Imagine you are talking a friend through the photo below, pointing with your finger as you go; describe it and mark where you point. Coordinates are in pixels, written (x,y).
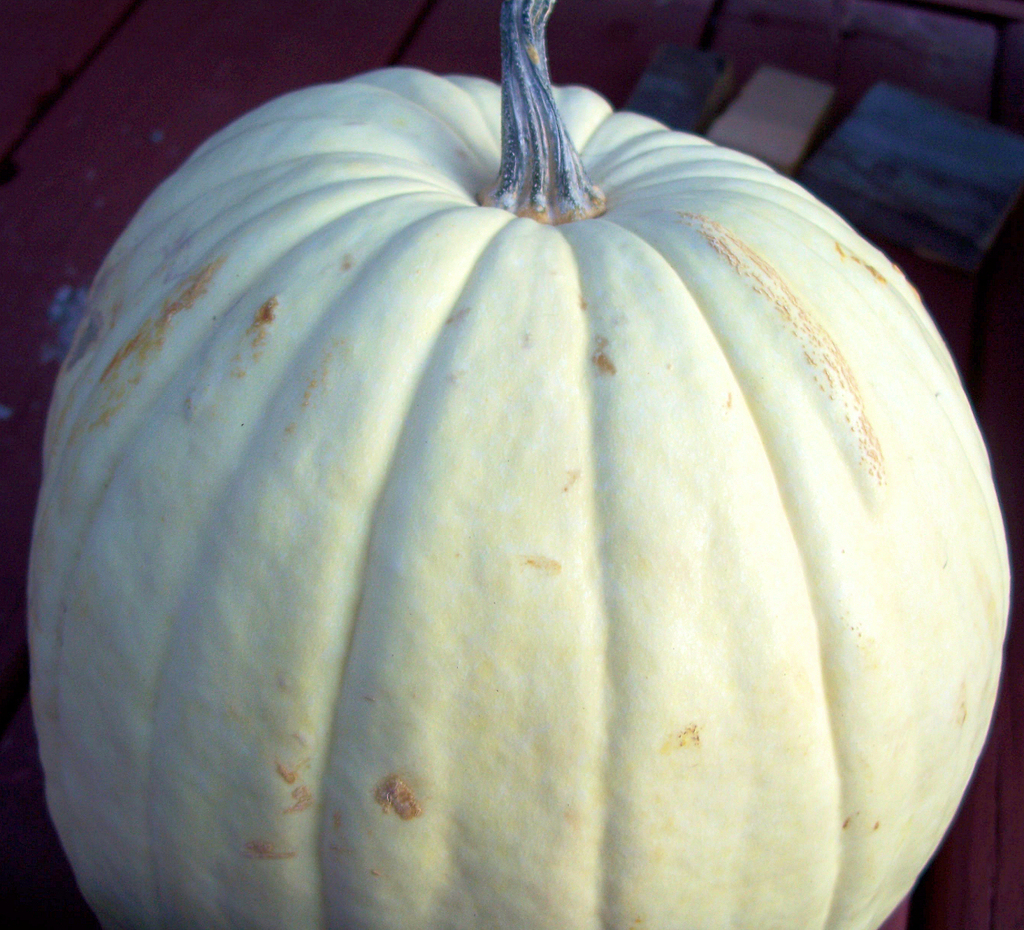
In this picture we can see a pumpkin (356,407) on an object (36,356).
